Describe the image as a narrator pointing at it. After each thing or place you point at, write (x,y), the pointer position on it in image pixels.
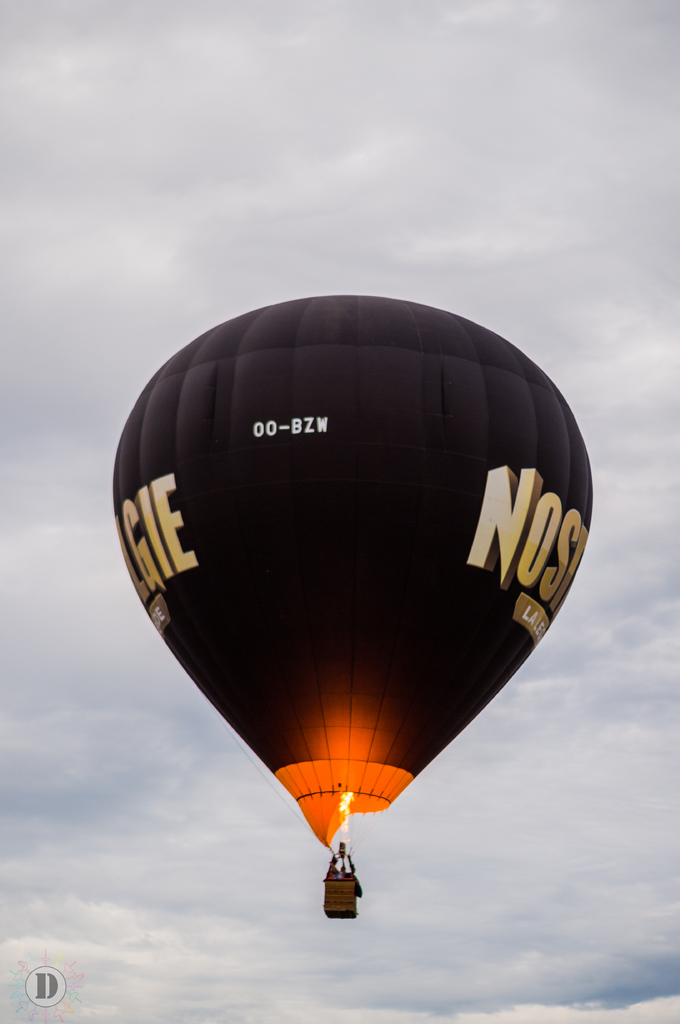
It is a hot air balloon (300,743) in the sky (289,796), it is in black color.
